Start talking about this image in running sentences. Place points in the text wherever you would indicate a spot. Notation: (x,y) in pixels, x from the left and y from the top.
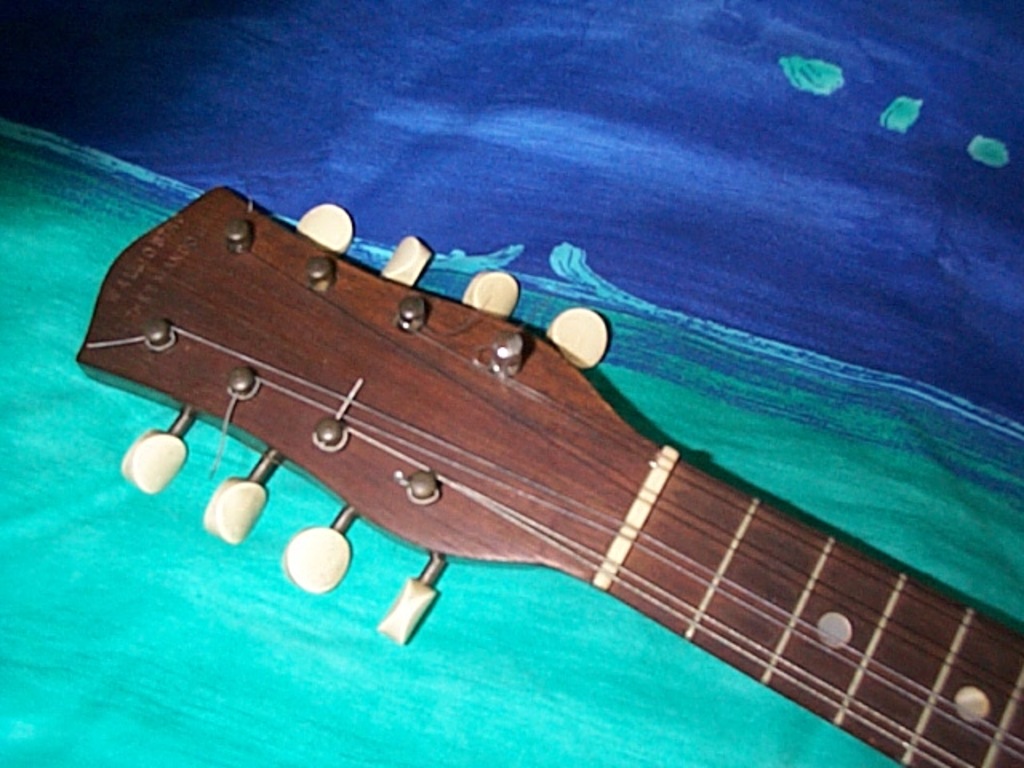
In this image, there is a picture of mandolin (171,312) which is half visible and which is kept on the cloth (83,205) of green and blue in color. This image is a picture of mandolin (794,593).
